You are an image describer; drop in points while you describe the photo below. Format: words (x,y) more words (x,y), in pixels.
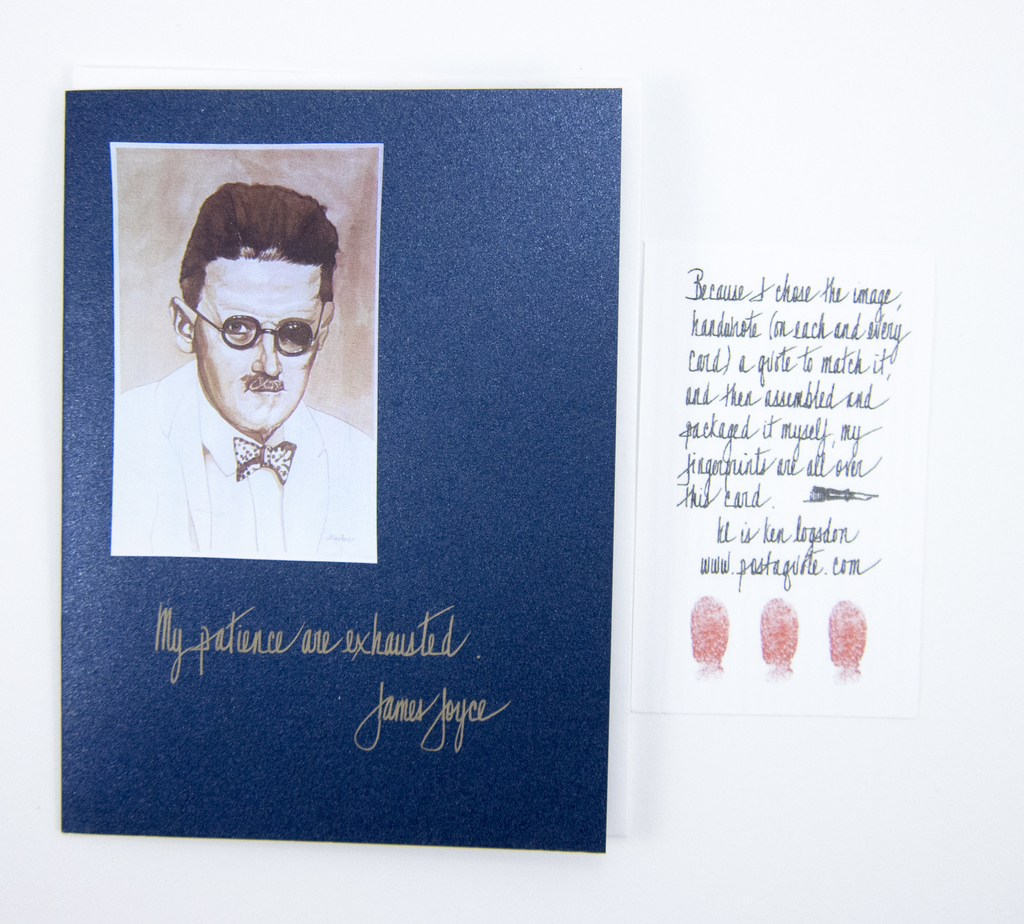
In the picture I can see the book cover design (541,303). I can see the photo (323,309) of a person (305,544) on the left side (279,521). I can see the text (779,402) on the right side (864,471).
